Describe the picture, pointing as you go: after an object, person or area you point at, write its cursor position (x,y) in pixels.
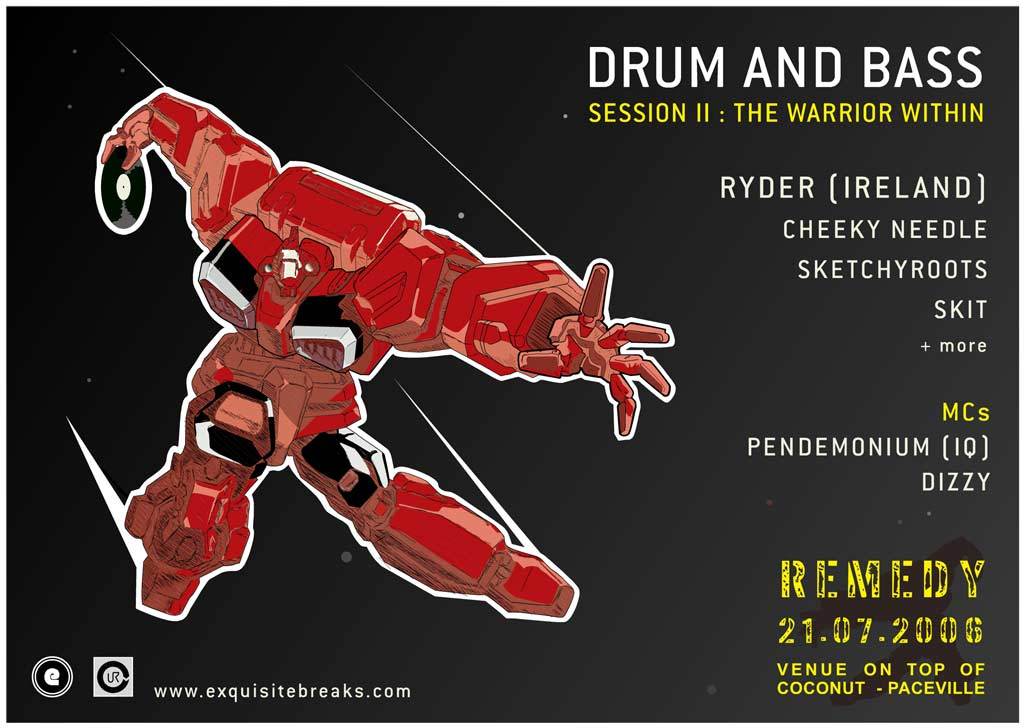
This is a image of a poster (221,516) as we can see there is a picture (357,337) of a robot (328,288) on the left side of this image (236,385) and there is a text (723,180) on the right side of this image (773,429), and there is some text (219,696) with logo (45,669) at the bottom of this image (193,693).
